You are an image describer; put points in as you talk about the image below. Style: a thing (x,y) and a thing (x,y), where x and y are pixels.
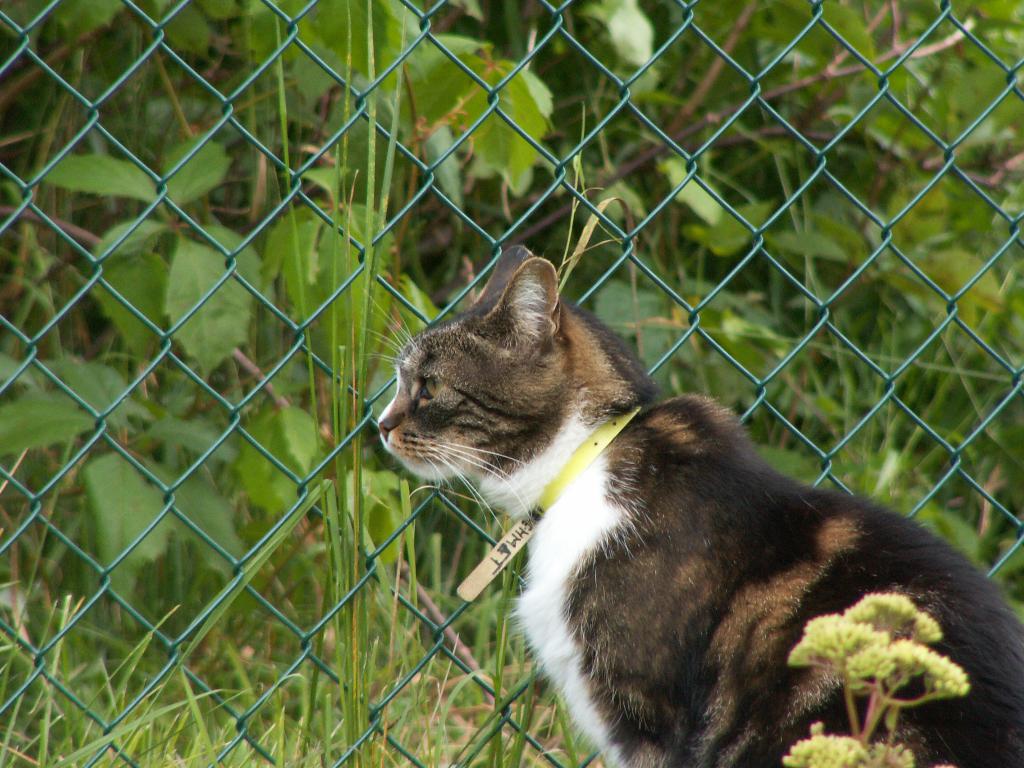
There is a cat (692,409) in black and white color combination sitting near a plant (888,706) and green color fencing (658,211). Outside this fencing (336,767), there are plants (178,282) and grass (286,690) on the ground (231,701).
